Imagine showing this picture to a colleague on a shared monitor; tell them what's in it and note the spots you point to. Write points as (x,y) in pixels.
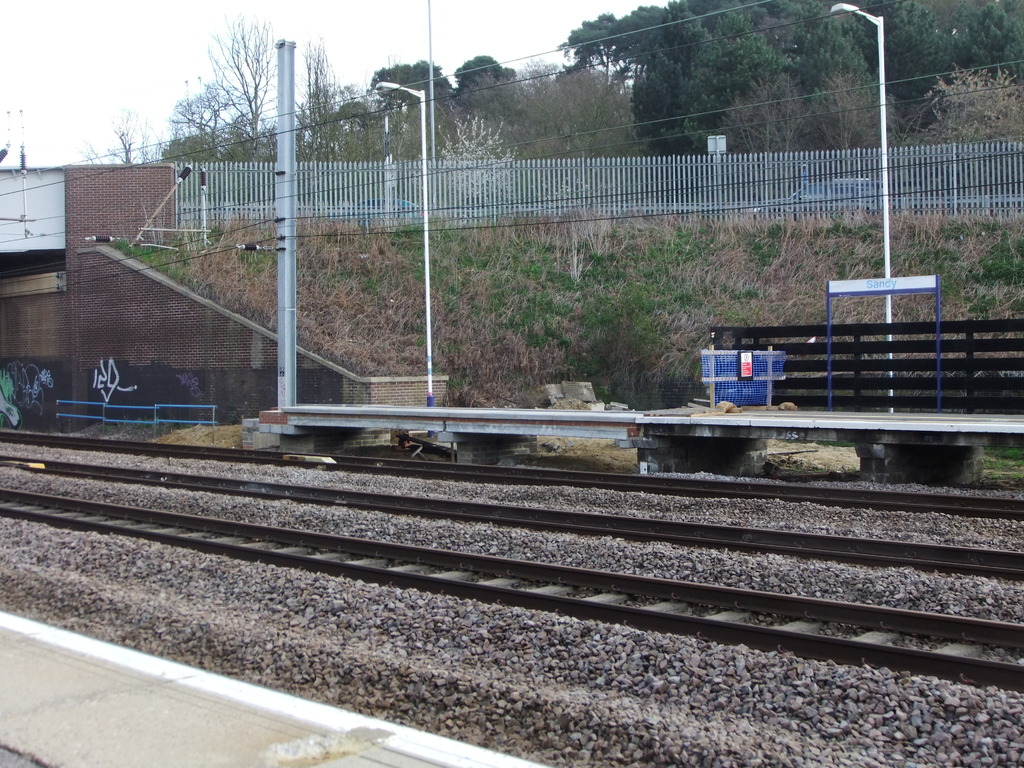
In this image, we can see railway tracks (663,523), we can see the fence (458,205), there are some street lights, we can see some trees (993,21), on the left side (79,683) there is a platform (135,692), at the top (110,43) we can see the sky (128,54).
